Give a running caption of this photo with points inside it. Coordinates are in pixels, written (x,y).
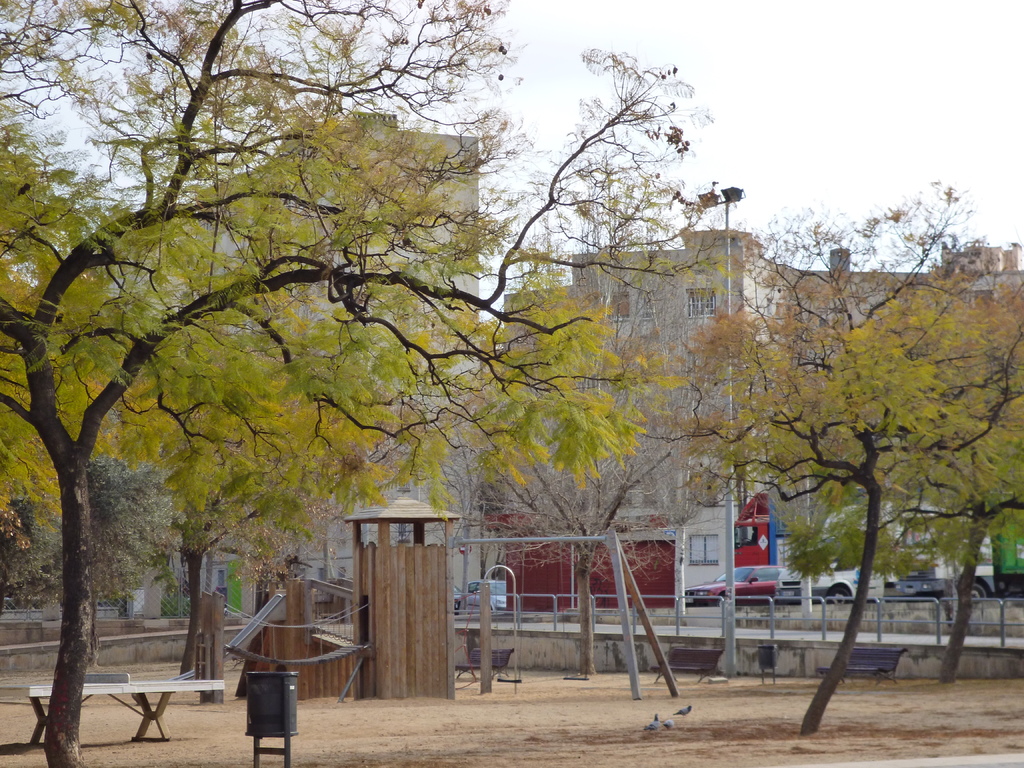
There is a table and a litter bin (274,750) present at the bottom of this image (157,686). We can see trees (10,443) and buildings (679,395) in the middle of this image (541,390). We can see cars (814,591) on the right side of this image (799,594). The sky (511,49) is in the background (680,93).
